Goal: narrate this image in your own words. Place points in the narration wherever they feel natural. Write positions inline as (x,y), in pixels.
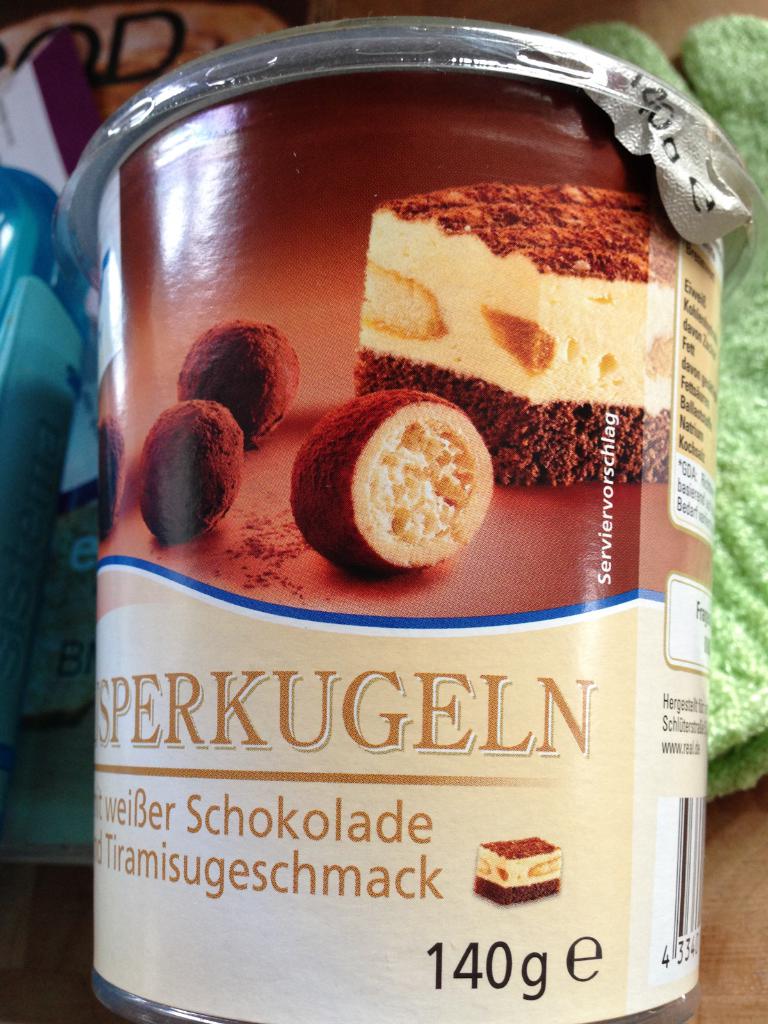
In this given picture, we can see a floor (735,806) and a food item tin (344,87) next towards the left (71,309) in the middle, we can see few objects (81,388).
